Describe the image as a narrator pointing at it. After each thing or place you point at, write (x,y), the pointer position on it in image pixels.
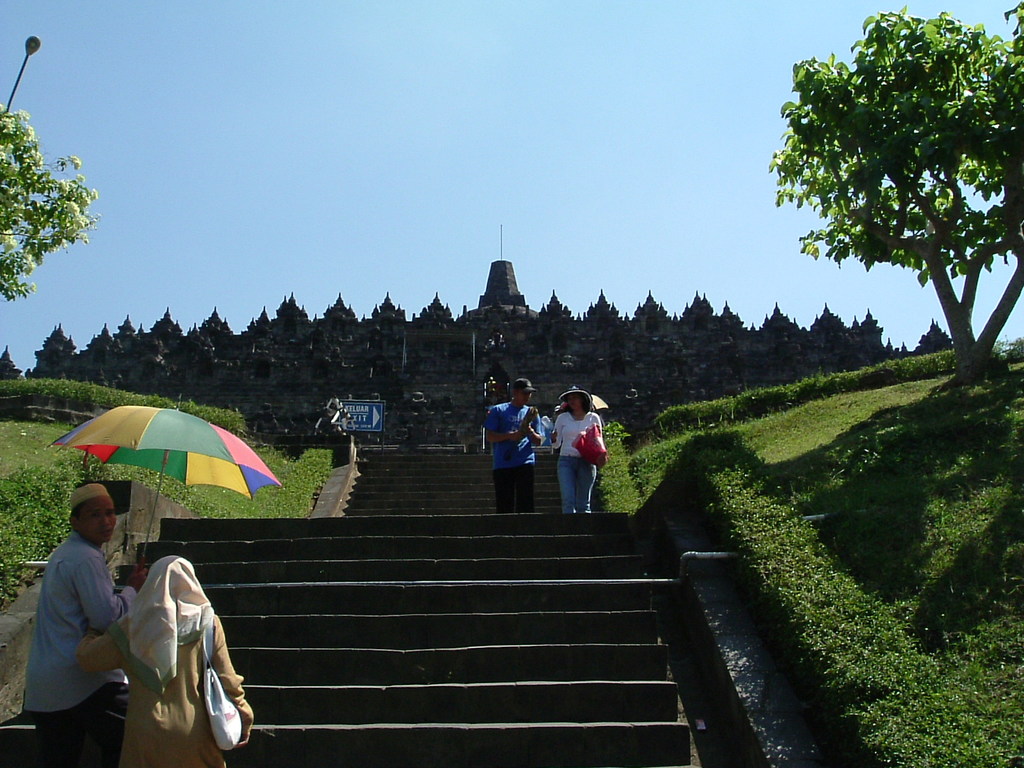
To the left corner of the image (134,673) there is a man (105,583) and a lady (200,697) holding an umbrella (141,459) in their hands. In front of them there are steps (408,601). To the right side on the steps (448,522) there is a man (514,458) with a blue t-shirt (516,443) and beside him there is a lady (573,412) with white top (571,437) is walking. To the left corner of the image (10,438) on the ground (17,456) there is a grass (43,449) and also there are plants (28,472). To the right side of the image (854,497) there is a ground (863,502) with grass (936,568) and trees (1017,182). In the background of the image (810,375) there is a roof (577,330) of the temple (458,329) with poles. To the top of the image (454,56) there is a sky (291,167).
